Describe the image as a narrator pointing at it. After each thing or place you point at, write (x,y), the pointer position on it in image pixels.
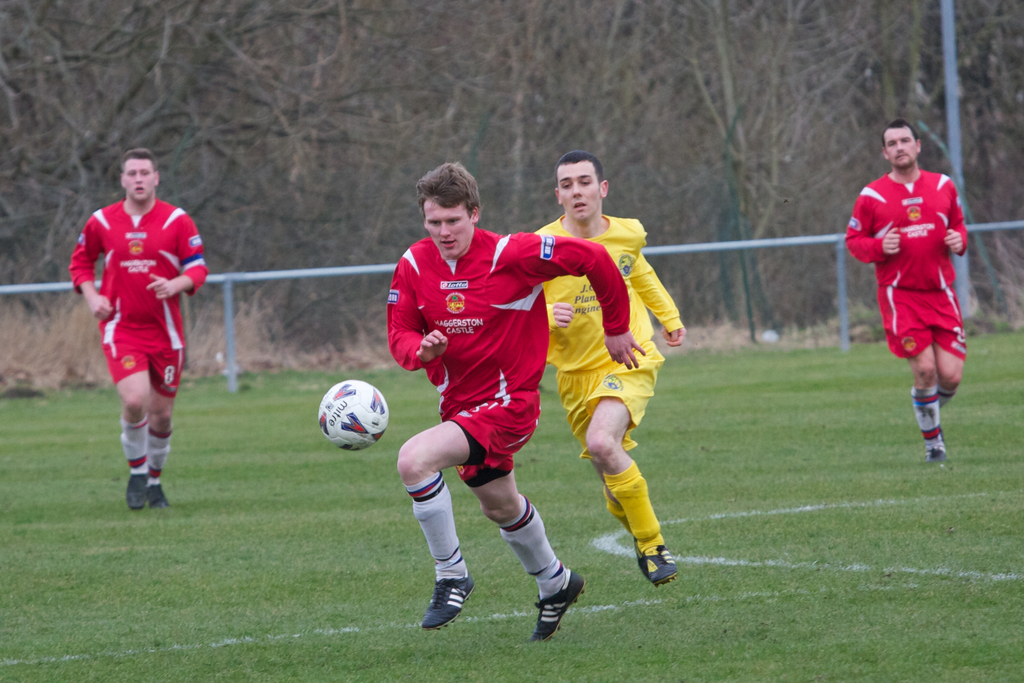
In this image, we can see four people (520,504) are running on the grass (596,628). They are playing a game. Here there is a ball (349,420) in the air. Background (95,355) we can see rods (970,228), pole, trees (736,228) and plants (92,382).
